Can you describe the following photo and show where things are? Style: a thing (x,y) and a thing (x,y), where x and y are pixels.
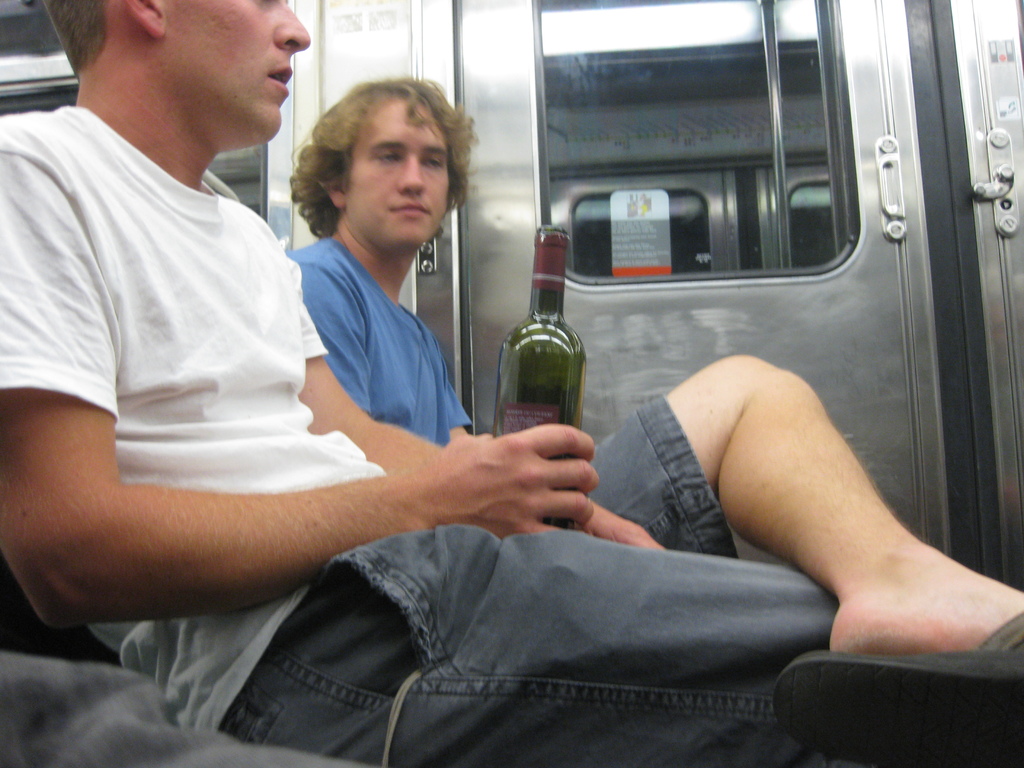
This image is clicked inside a train (738,306) where there is a door (875,326) in the middle of the image (676,355) and there are two persons (391,584) sitting in the train (450,41). One person (255,375) is wearing white T-shirt (269,489) and black shorts (645,640) with black chappal (998,721) another one is wearing blue t-shirt (404,324).
